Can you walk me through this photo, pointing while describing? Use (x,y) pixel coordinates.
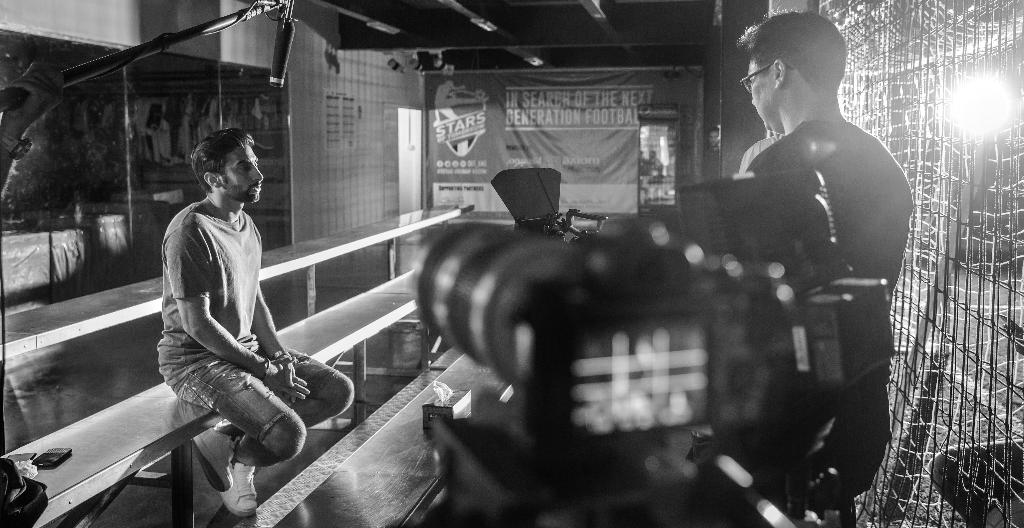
In this image we can see a person (809,165) standing beside the fence (961,366). We can also see a camera (633,422) and a light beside him. On the left side (289,377) we can see a person (288,378) sitting on the stairs (86,458) containing a cellphone (62,462), tissue papers (28,474) with a box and a bag (27,520). On the backside (483,135) we can see a board (537,73) and a roof (504,21).
